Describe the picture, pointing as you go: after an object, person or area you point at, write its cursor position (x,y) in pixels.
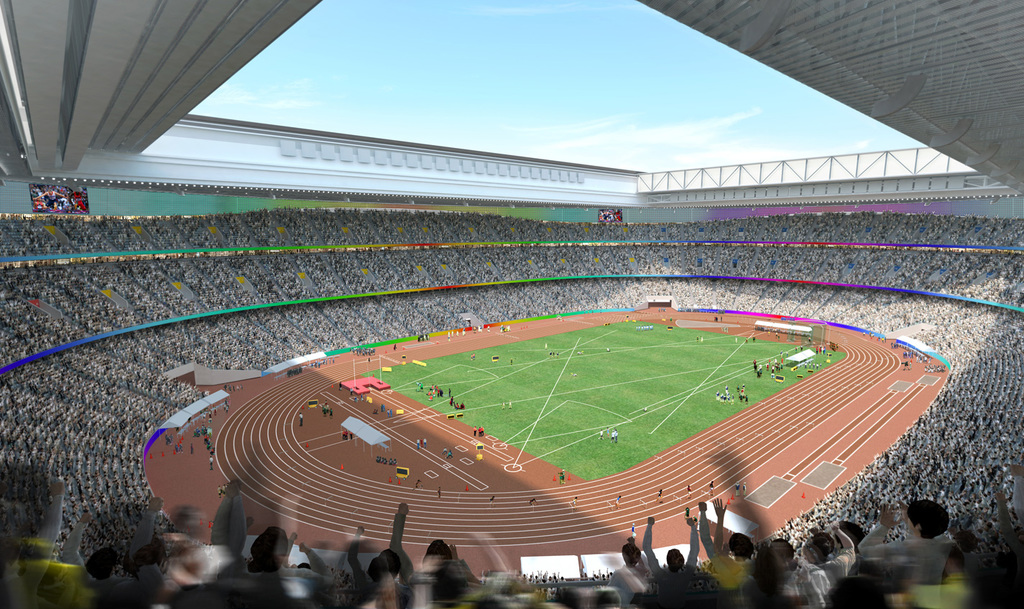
In this image there are few people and some objects (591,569) in the ground (548,381), there are objects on the running track (542,501), there are many people (928,276) in the stands (505,300) and the sky (573,11).
